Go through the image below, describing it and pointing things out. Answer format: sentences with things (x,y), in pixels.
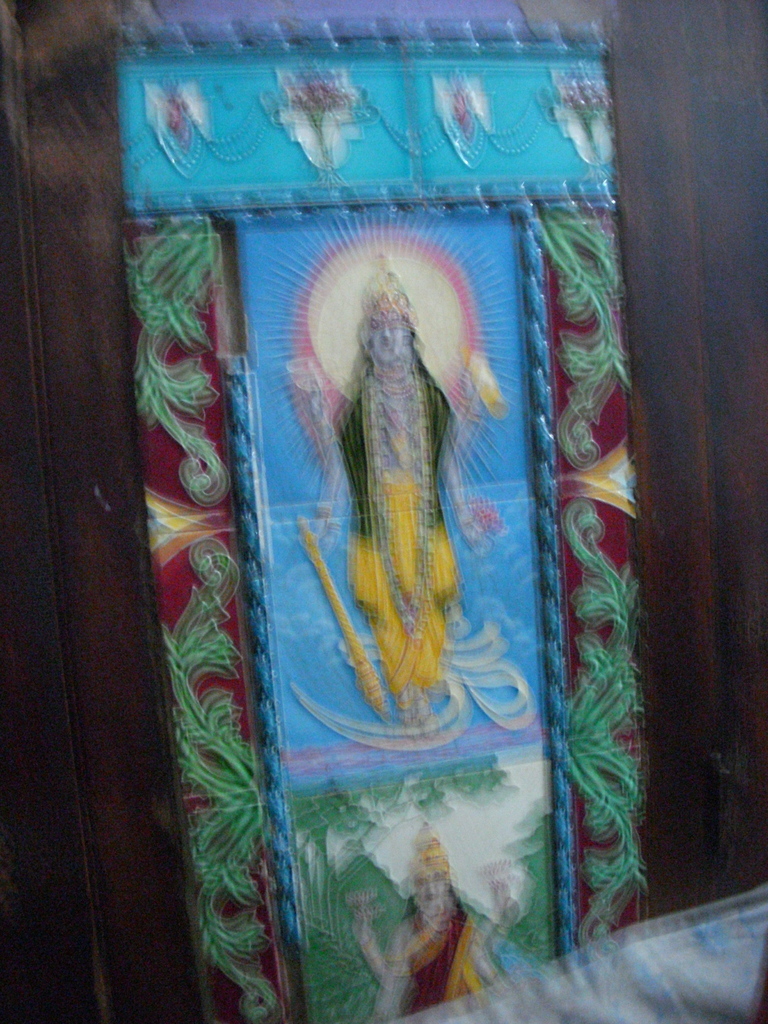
This is a blurred image. In this image there is a painting (363,427) of a god (381,496) and goddess (429,899).
